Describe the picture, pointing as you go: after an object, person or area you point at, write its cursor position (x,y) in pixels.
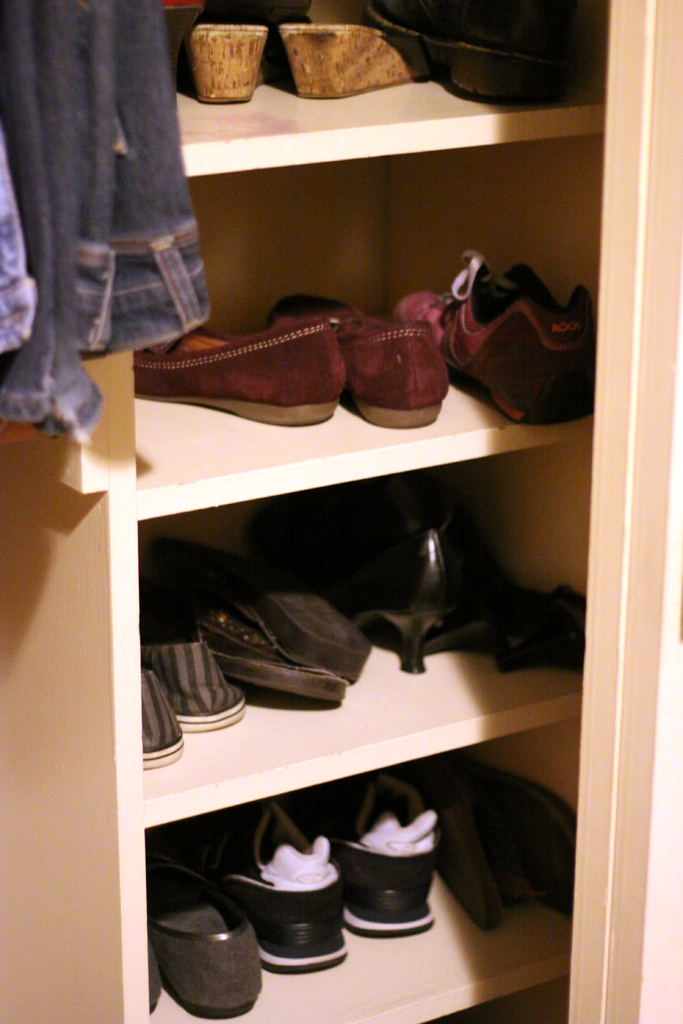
Here we can see footwear (512,653) on the rack (237,753) and there are clothes (86,177).
